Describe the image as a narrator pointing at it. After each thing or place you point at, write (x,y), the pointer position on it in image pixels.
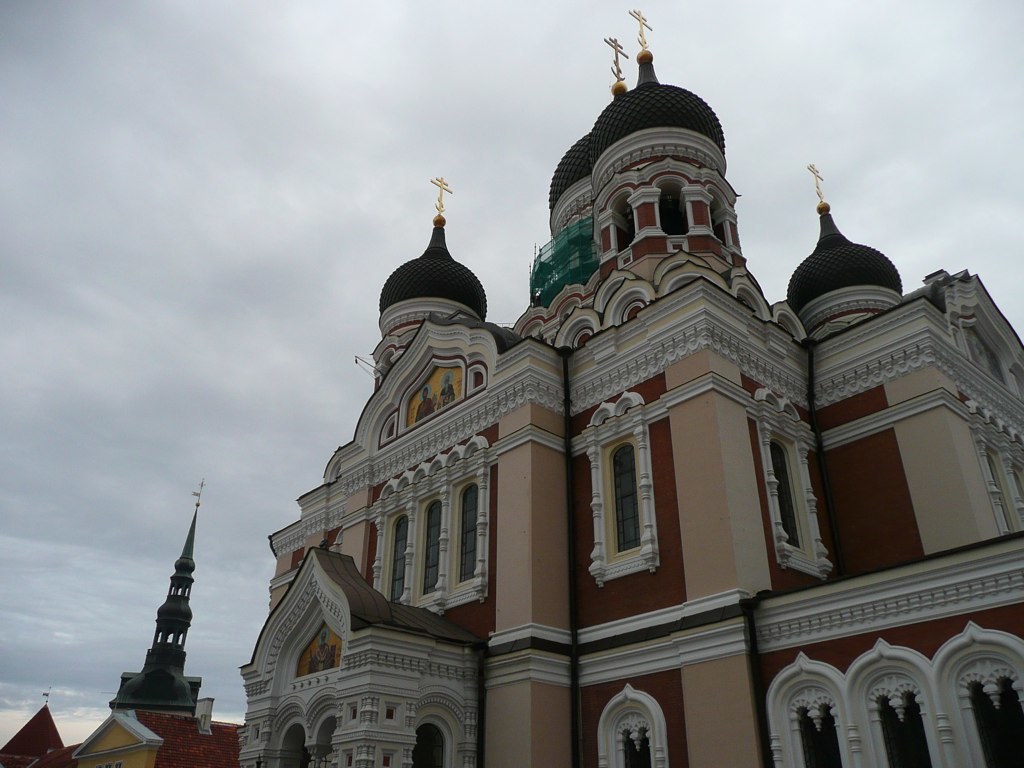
In this picture there is a building (531,541) in the center of the image (415,410).
